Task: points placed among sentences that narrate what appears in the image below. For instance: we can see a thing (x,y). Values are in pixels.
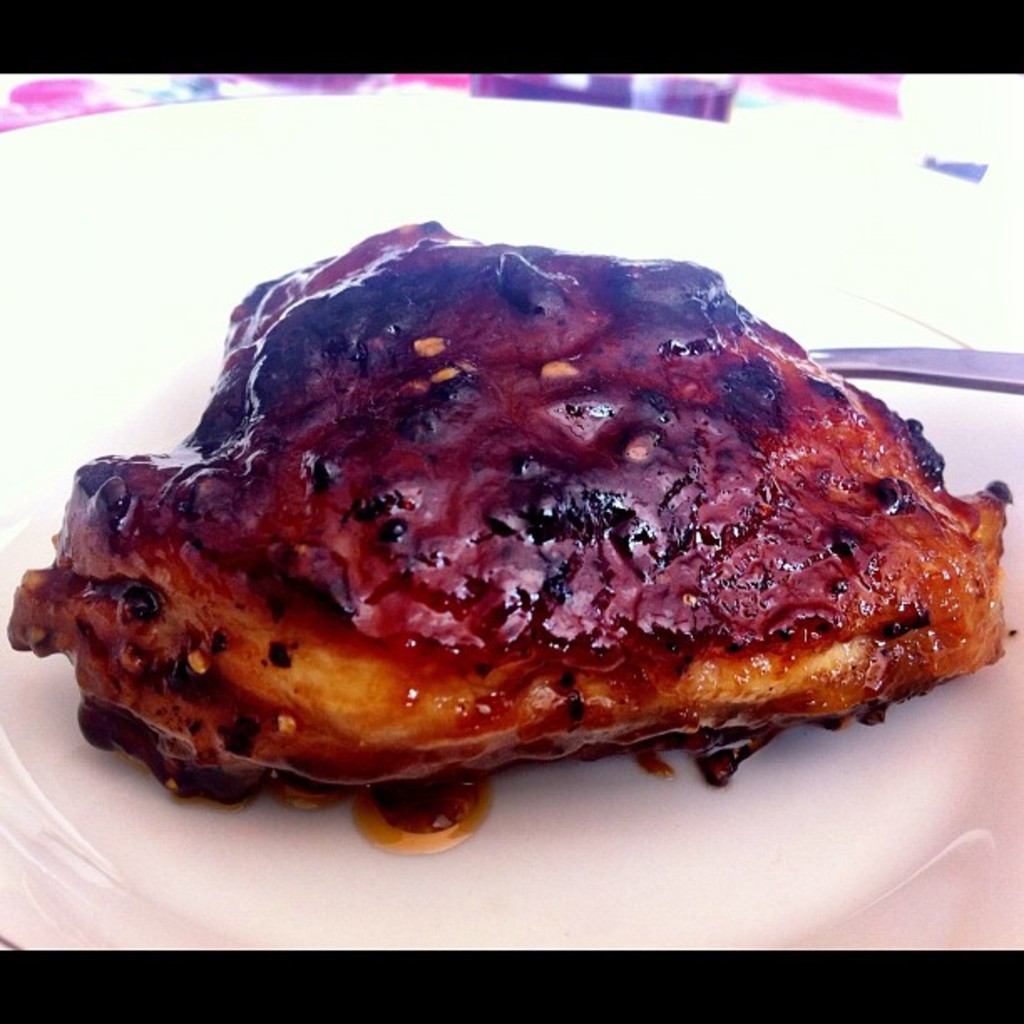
In this picture, we see a white plate (659,799) containing a spoon (944,351) and an edible (734,483). In the background (903,130), it is in white, pink and blue color. At the top (1016,68) and at the bottom (569,1020), it is black in color.
